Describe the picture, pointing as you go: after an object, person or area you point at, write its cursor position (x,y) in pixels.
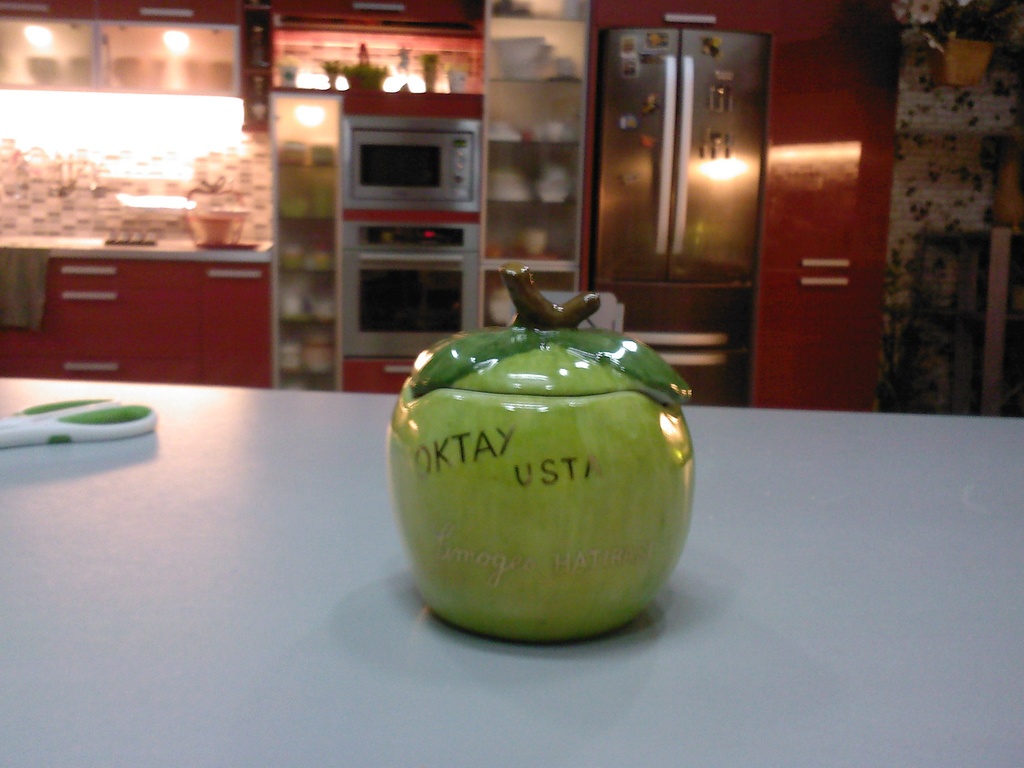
In this picture I can see the white color surface (357,458) on which there is a green color thing (517,429) and I see something is written on it and on the left side (65,409) I see a scissor (37,409). In the background (65,27) I see an oven (393,244), a fridge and I see few cupboards (132,292) and I see the lights (123,106) and I see the wall (929,163).
